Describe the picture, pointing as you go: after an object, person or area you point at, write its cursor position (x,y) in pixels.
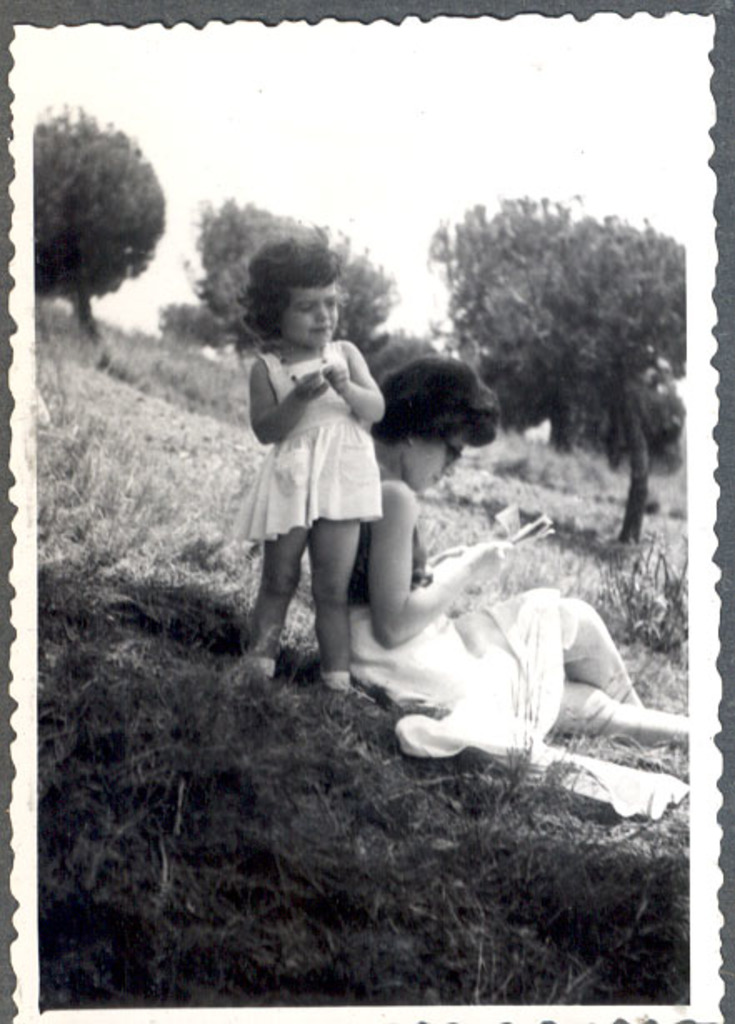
In the center of the image (378,481) we can see a girl (301,436) standing. She is wearing a white dress (321,440), next to her there is a lady (415,617) sitting and holding a book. In the background (594,406) there are trees (381,280). At the bottom (306,874) there is grass (435,878).
